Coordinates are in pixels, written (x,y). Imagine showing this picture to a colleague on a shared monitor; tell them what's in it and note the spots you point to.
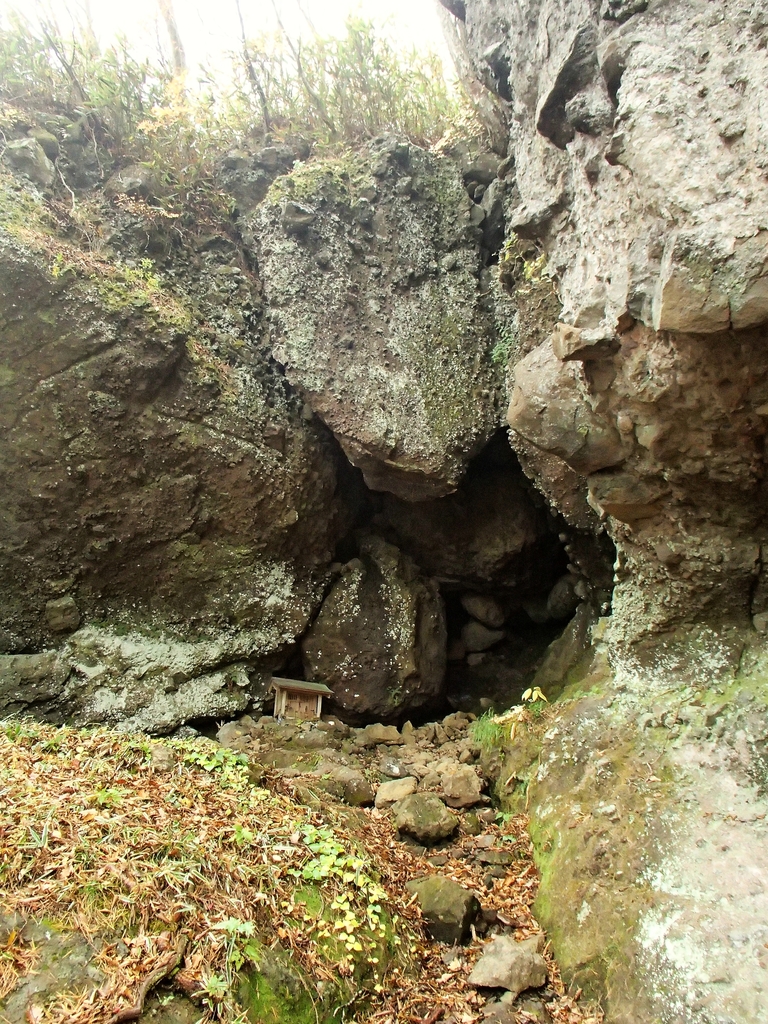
Here we can see dried leaves (196,933) and formation of algae (526,800) on the rocks (547,752). These are plants (317,154).
